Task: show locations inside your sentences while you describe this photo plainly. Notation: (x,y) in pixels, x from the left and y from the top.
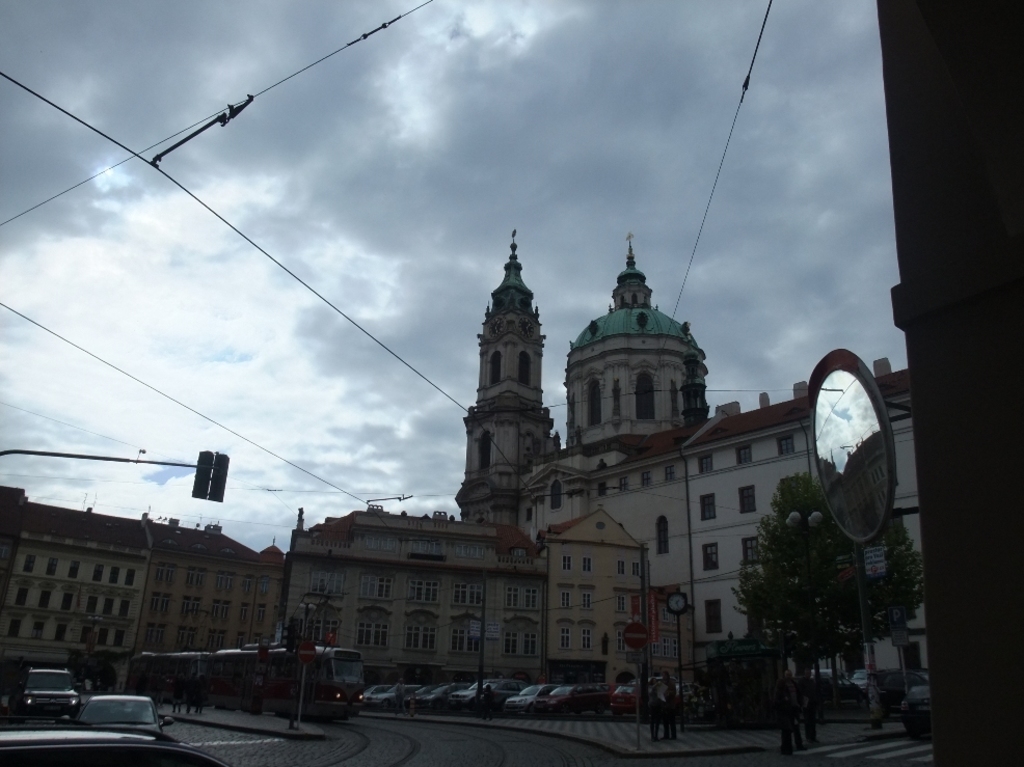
In this picture there are buildings (95,613) in the center of the image (540,431) and there is a pole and trees (913,595) on the right side of the image (881,685), there are cars (856,679), people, and a train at the bottom side of the image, there are wires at the top side of the image (713,182).
